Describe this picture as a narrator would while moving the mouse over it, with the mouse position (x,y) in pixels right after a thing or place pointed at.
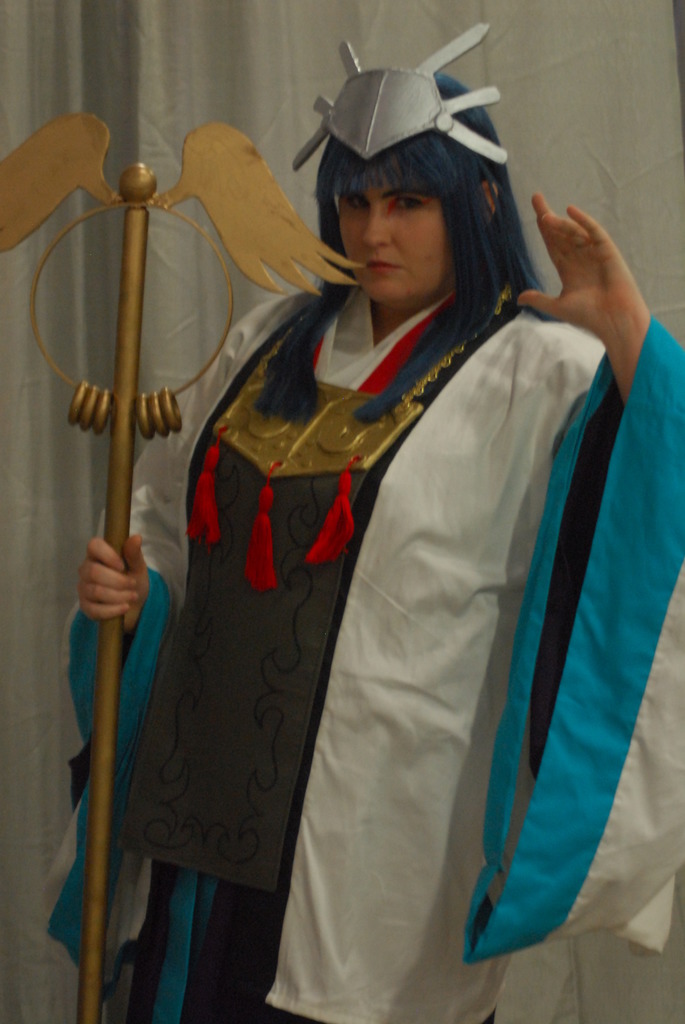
There is a woman (362,451) standing in the center (390,559) holding a stick (110,740) in her hand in this image and there is a white colour curtain (204,82) in the background (643,109).
